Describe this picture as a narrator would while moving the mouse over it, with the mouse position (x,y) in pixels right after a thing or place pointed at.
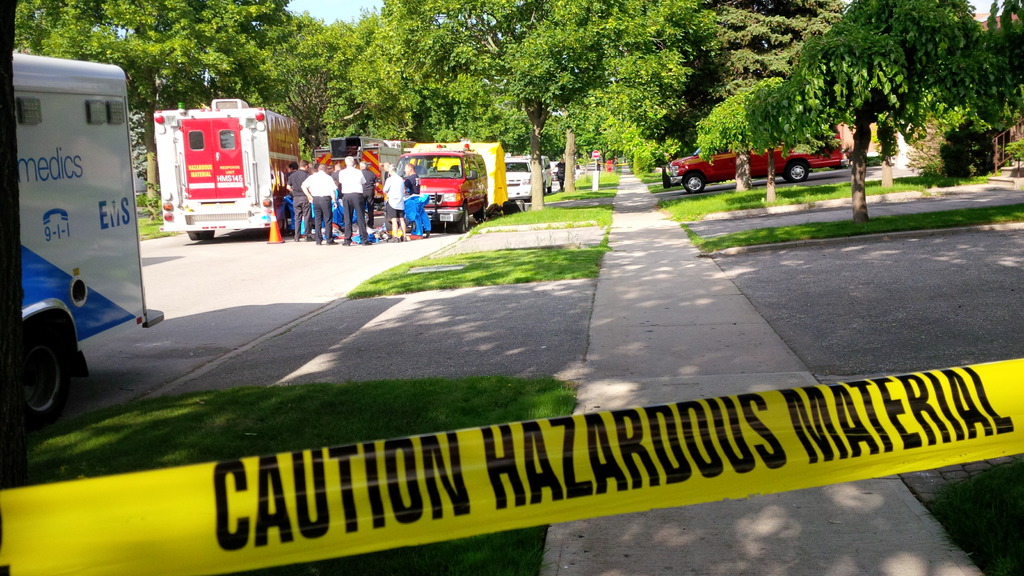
In this image we can see different types of vehicles (415,160) and some persons (405,214) standing near the vehicles (429,191) and at the background of the image (565,84) there are some trees (543,122).
